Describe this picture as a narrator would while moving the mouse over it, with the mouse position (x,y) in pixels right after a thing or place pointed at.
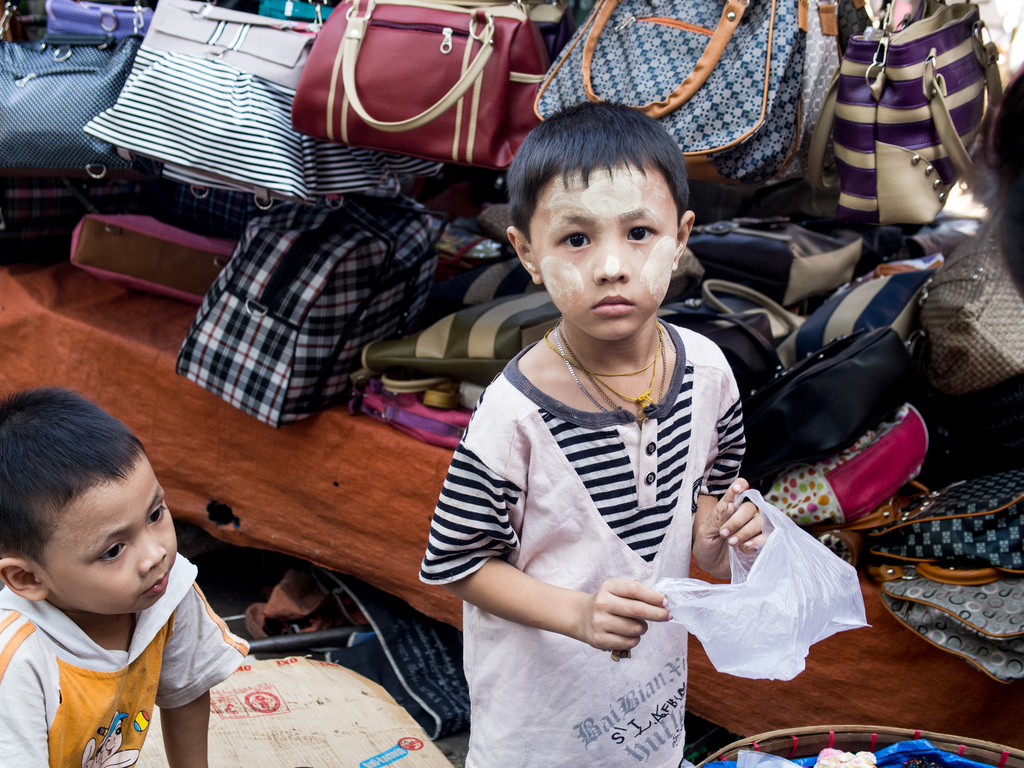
In this picture I can see there are two boys (636,564) standing and the boy (587,607) at the right side (697,456) is holding a carrier bag (735,590) and there is another boy (116,628) at left side (125,588) he is looking at the right side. In the backdrop (409,66), there are hand bags (307,125) and there is a carton box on the floor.
